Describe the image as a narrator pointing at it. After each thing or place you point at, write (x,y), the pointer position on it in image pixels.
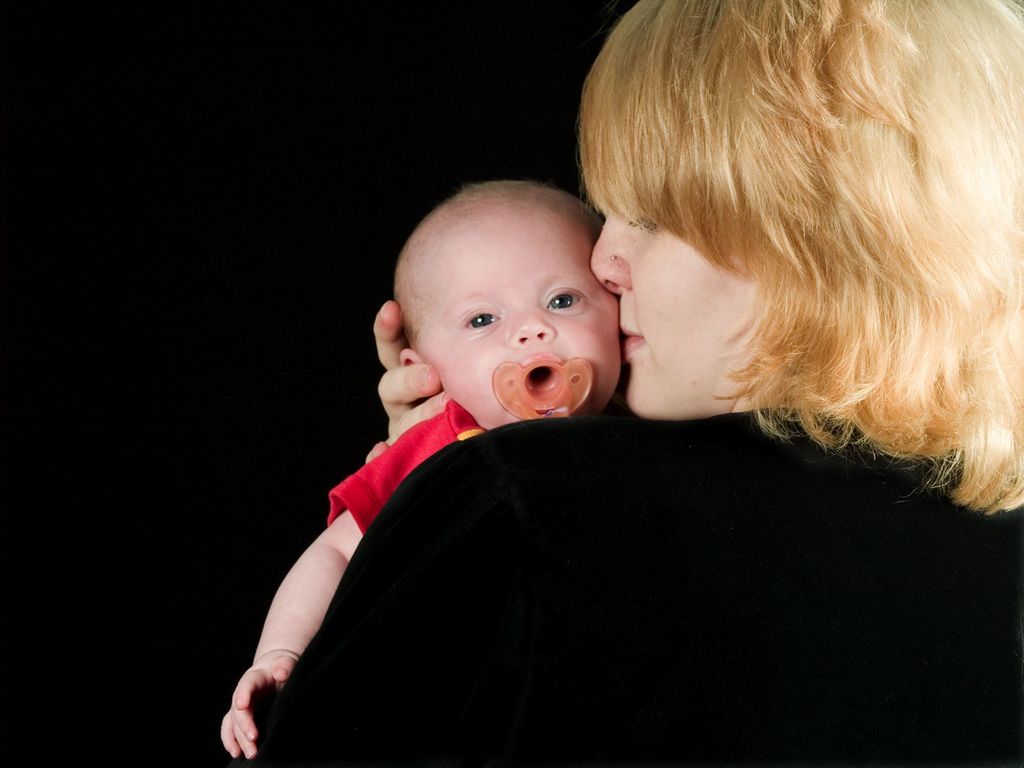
In this image, we can see a woman (810,490) in black dress (650,609) is holding a baby (533,254). Background (401,118) we can see the dark view.
